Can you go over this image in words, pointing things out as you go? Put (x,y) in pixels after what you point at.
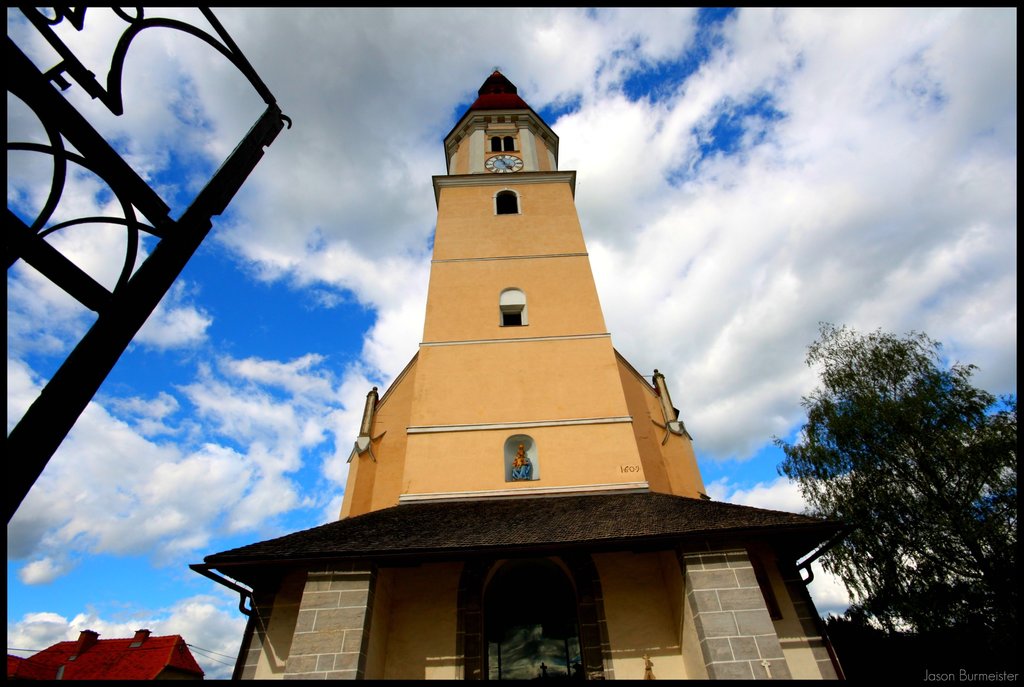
In the center of the image (449,308) there is a building (421,611). On the right side of the image (1000,455) there is a tree (921,559). On the left side of the image (177,664) we can see gate (55,173) and building (130,645). In the background (269,441) we can see sky (633,313) and clouds (243,363).
